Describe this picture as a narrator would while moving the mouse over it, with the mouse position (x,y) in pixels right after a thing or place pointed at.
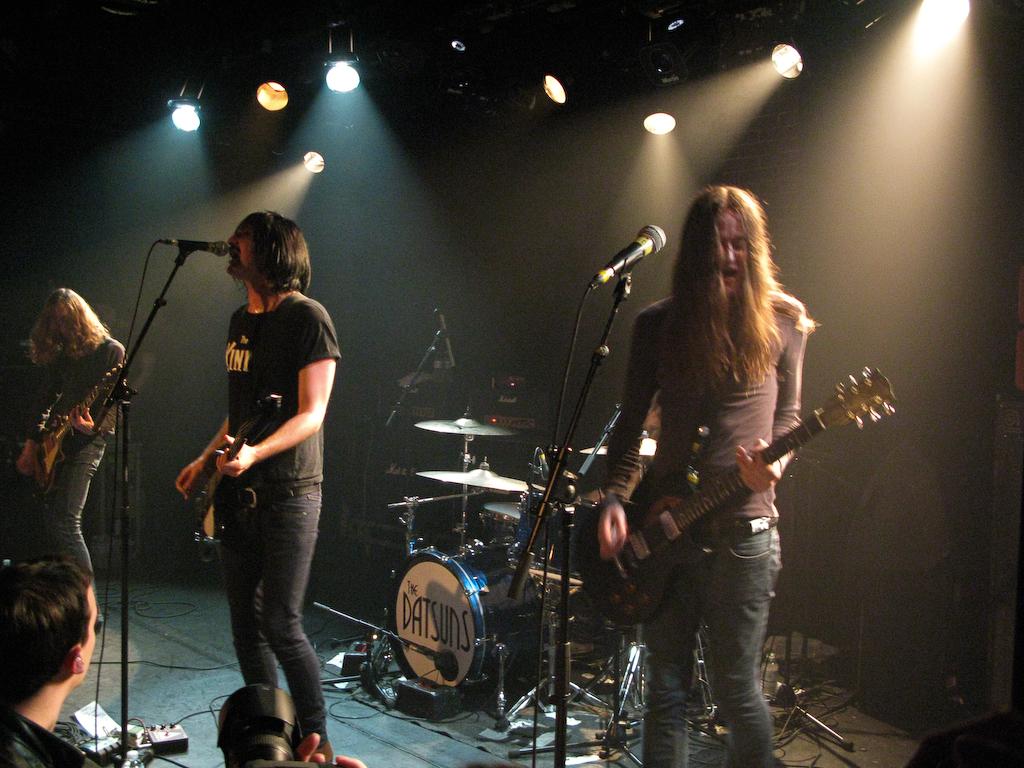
It is a music concert, there are a lot of lights (945,89) and there are a total of four people (757,326) in the picture, one person (26,639) is holding the camera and remaining three persons (620,474) are standing and the first person (654,547) is playing guitar (656,475) and singing song, the second person (289,380) is also playing guitar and singing song, in the background (386,452) there are drums (459,627) and other instruments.
